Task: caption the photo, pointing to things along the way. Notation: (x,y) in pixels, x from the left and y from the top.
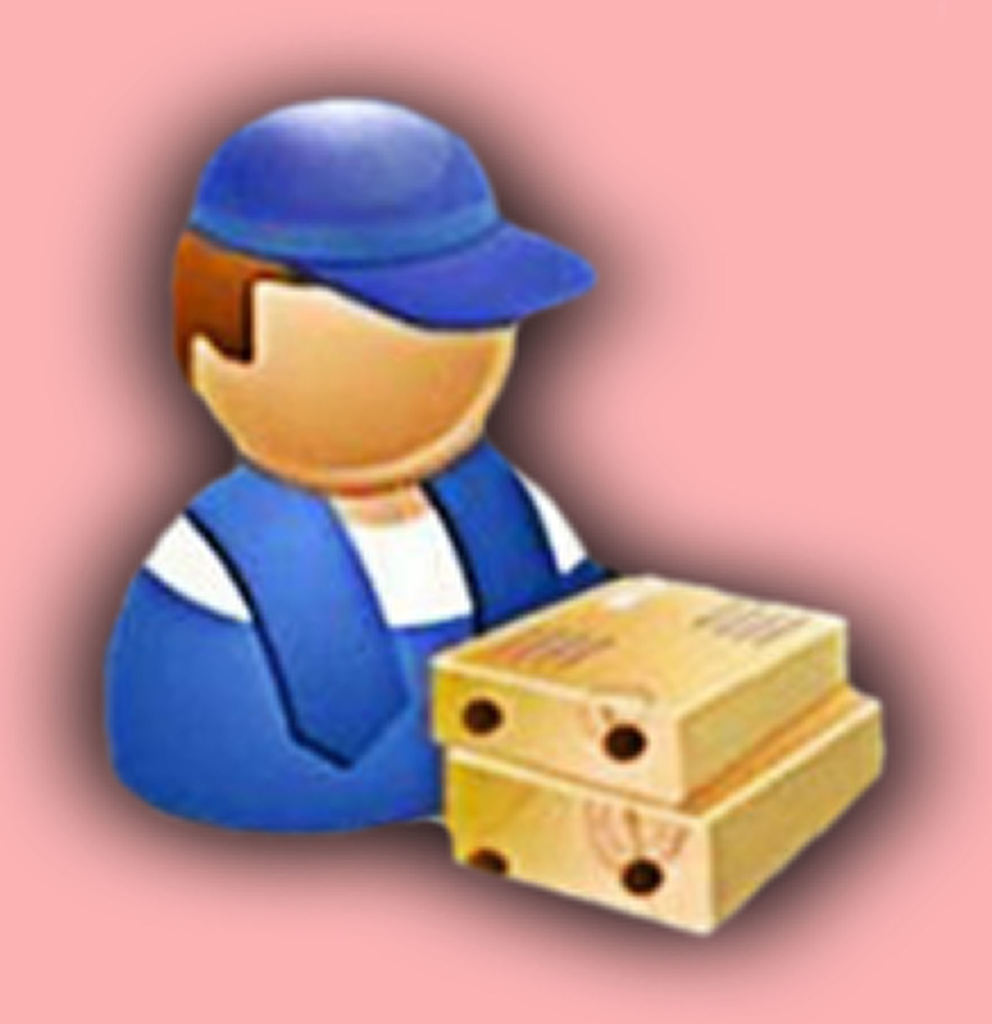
In this picture we can see depiction of a person (424,601) and two boxes (556,664), we can see a cap (379,288) here.
